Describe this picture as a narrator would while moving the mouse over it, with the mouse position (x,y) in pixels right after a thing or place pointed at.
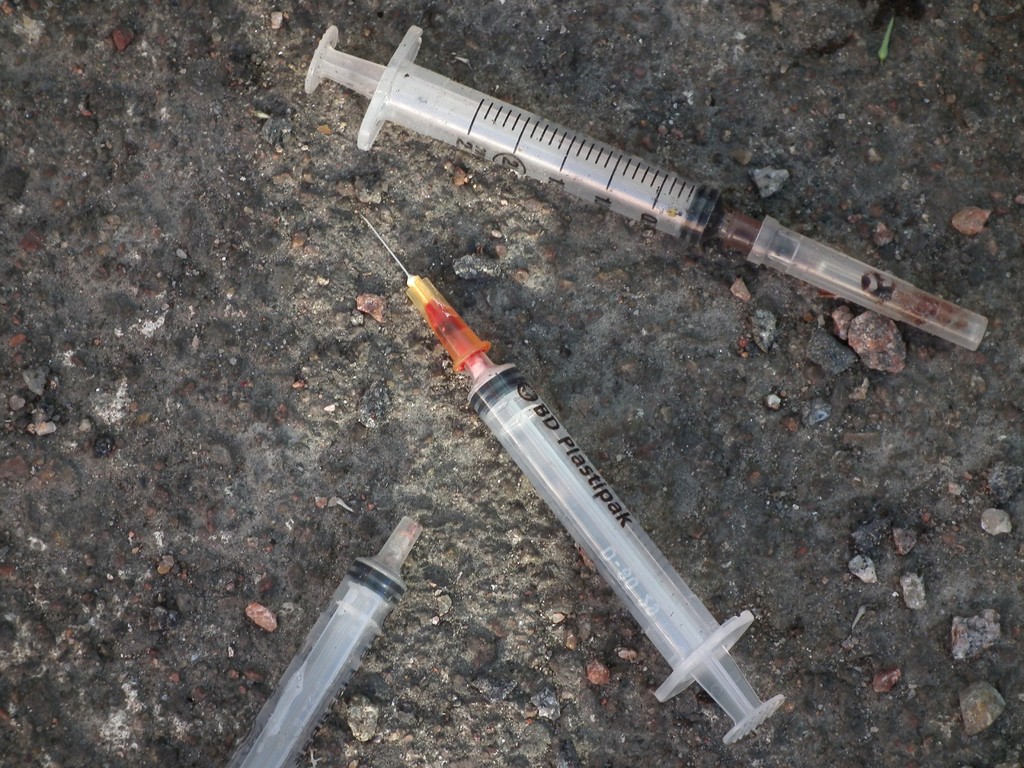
In this image we can see syringes (413,108) on the ground (454,408), there is a needle (473,344) to one of the syringe (547,425).
